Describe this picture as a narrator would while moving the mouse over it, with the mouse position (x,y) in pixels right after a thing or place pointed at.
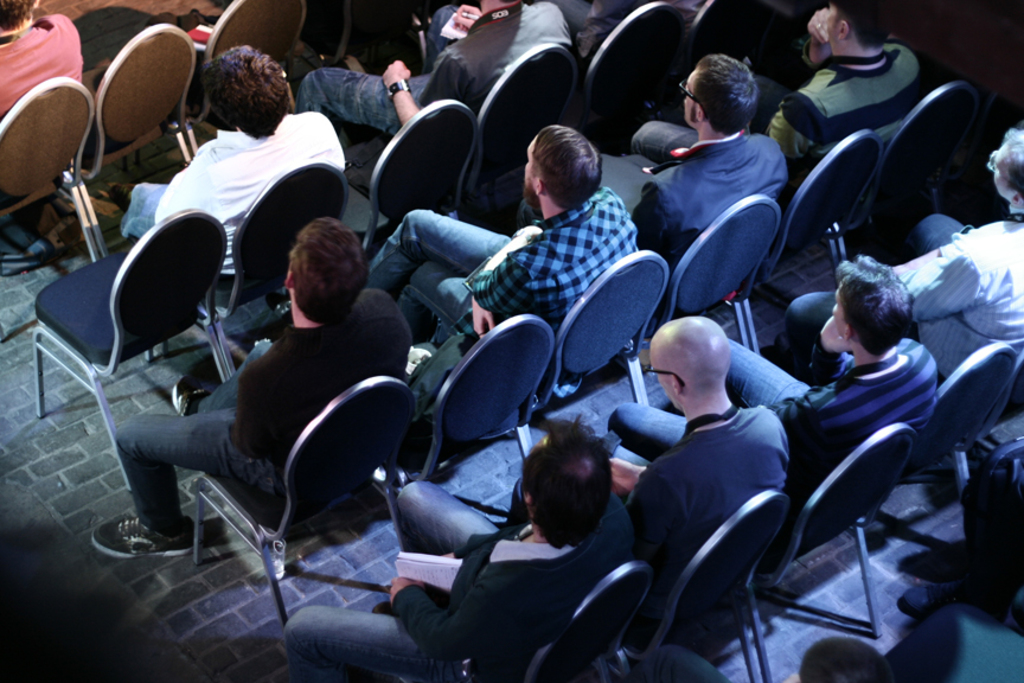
I think this picture is taken in a room (773,620), the room (308,27) is filled with the chairs (154,86) and people (608,258). All the people (547,464) are staring forward.
